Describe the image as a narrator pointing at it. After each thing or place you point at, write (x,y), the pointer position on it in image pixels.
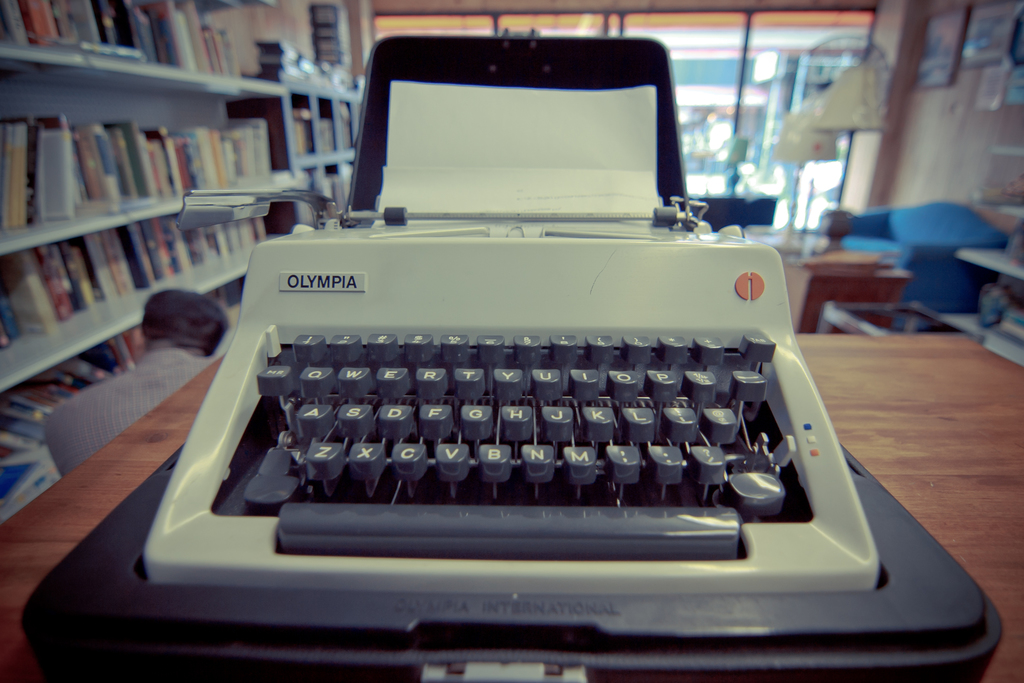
In the image we can see a typewriter (513,440), these are the keys (550,382) and the typewriter (555,464) is kept on the wooden surface (903,419). We can even see there are many books (92,131) in the shelf (172,116). This is a glass window (701,157) and there is a person (145,390) wearing clothes (151,387).
